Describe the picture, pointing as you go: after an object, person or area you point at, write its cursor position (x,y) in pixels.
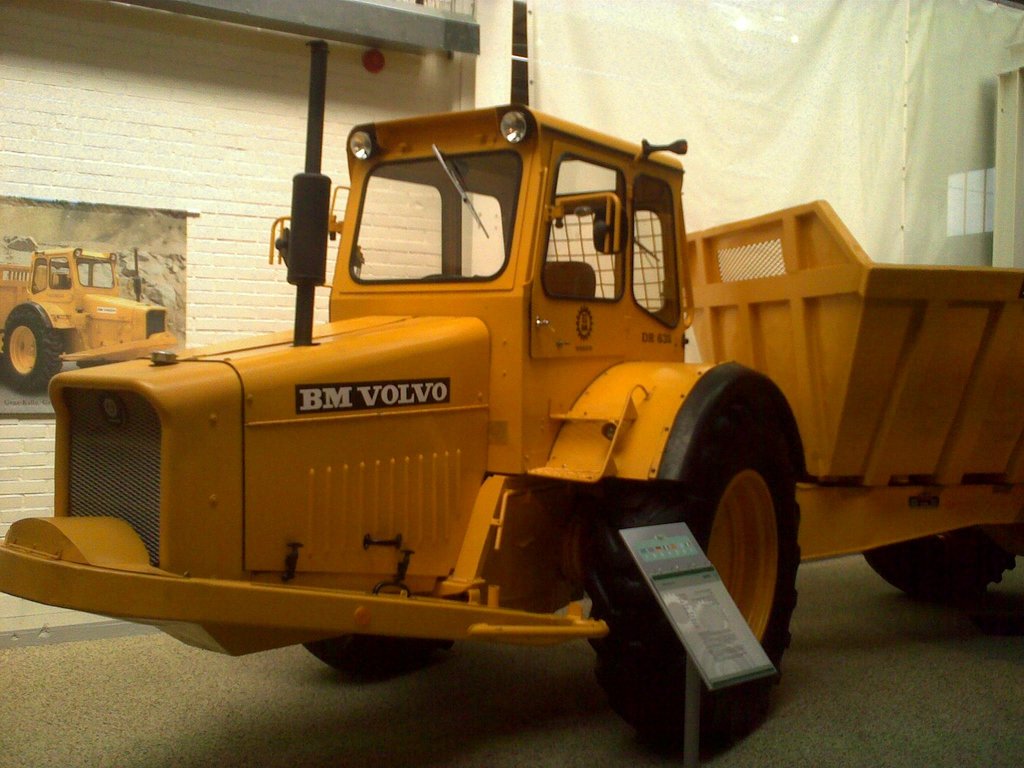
In this image I can see a yellow colour vehicle (728,495) and here I can see something is written. I can also see a stand (723,603) over here and in the background (163,216) I can see a photo (121,248) of vehicle (117,340).
